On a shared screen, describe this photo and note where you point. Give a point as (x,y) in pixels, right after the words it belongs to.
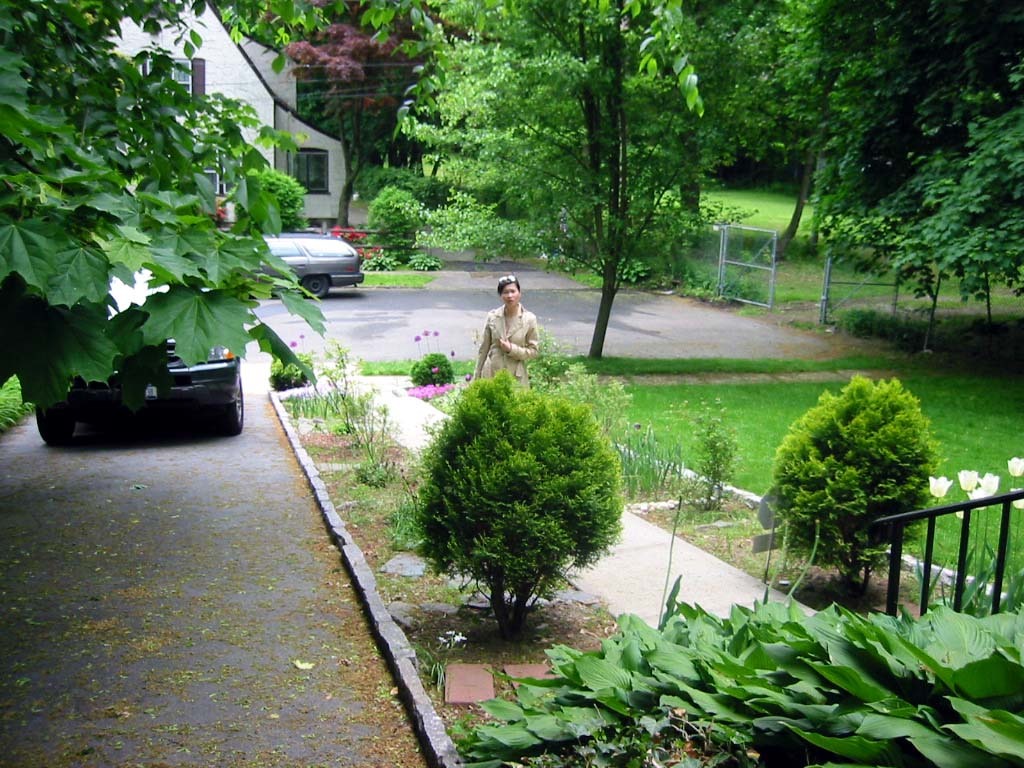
In this image, we can see a person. We can see the ground (218,490). We can see some grass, plants (819,705) and trees (868,242). We can also see some black colored object (929,517). We can see the gates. We can see a few vehicles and some wires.
